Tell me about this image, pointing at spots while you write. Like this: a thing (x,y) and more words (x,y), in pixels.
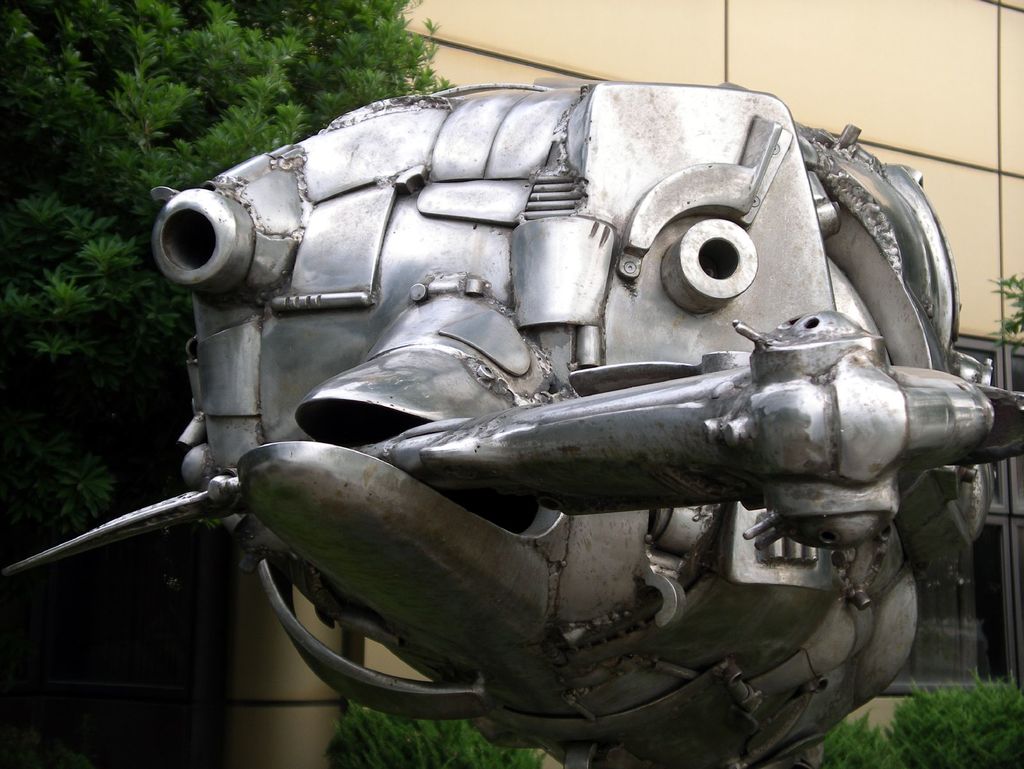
In the middle of this image (653,323), there is a statue (416,589). In the background (335,41), there are trees (93,55), plants (446,747) and a building (923,80).
